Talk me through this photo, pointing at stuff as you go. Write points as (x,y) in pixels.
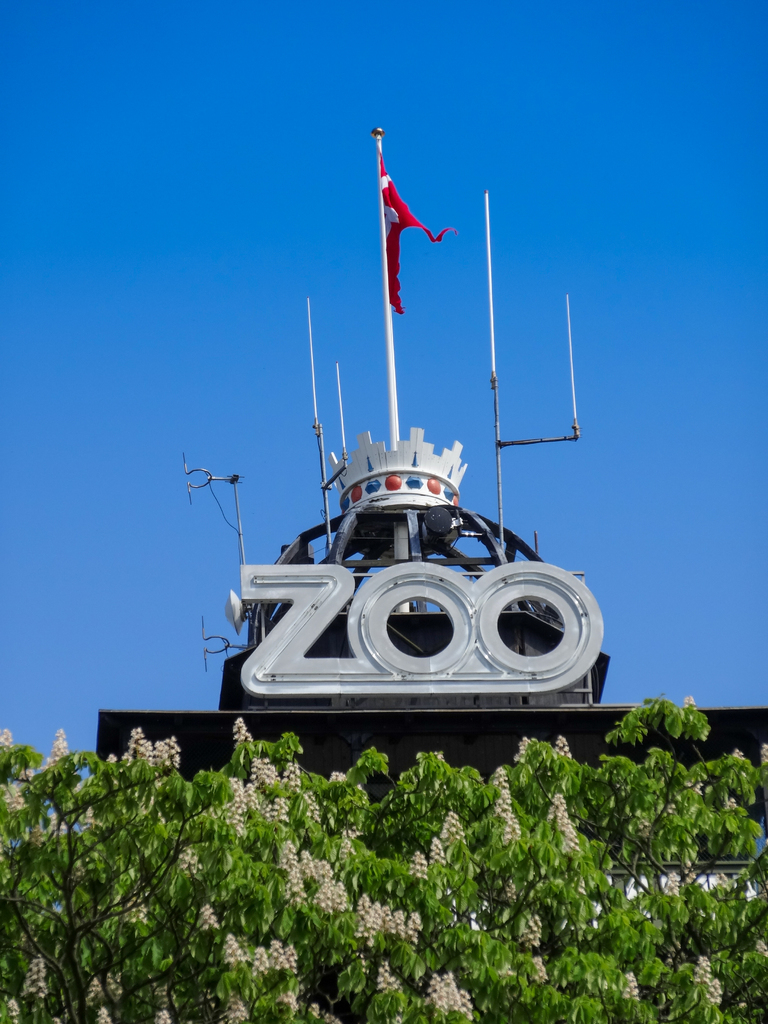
In the foreground of the picture (26,960) it is tree (383,844). In the center of the picture (381,667) it is hoarding (430,564), above the hoarding (389,573) there are poles (394,428) and a flag (387,262). Sky (281,267) is clear and sunny.
